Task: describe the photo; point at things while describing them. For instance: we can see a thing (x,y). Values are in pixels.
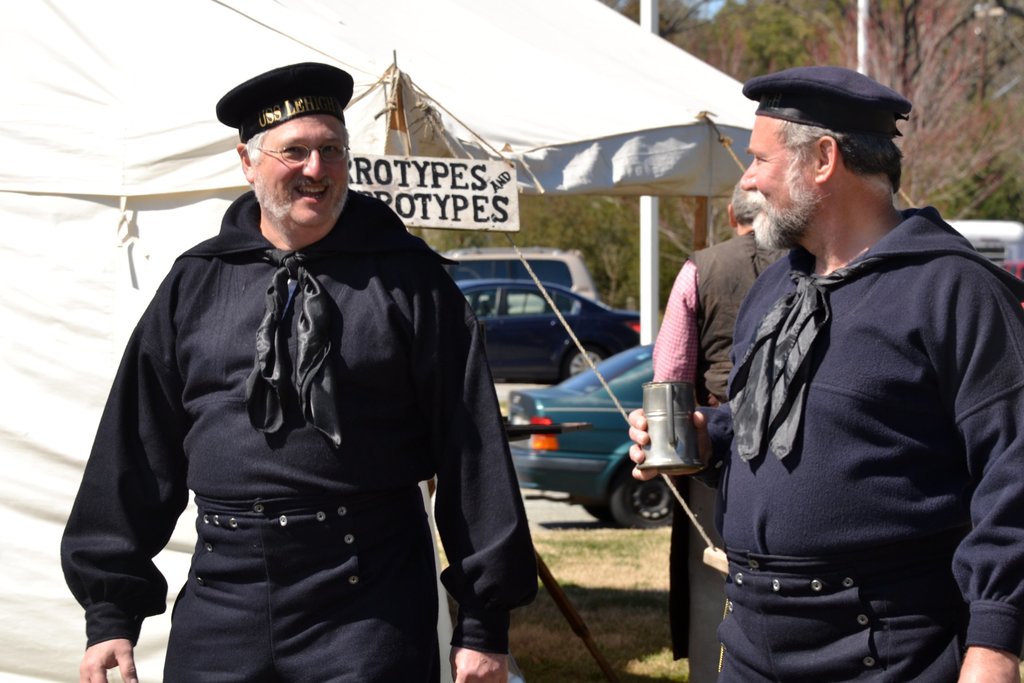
In this image in the foreground (163,380) there are two persons (491,428) smiling, and one person (996,539) is holding something. And in the background (510,312) there are tents (559,81), vehicles (578,401), poles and one person (707,279) and some trees (933,10). At the bottom (592,580) there is grass (552,561) and walkway (540,524).
